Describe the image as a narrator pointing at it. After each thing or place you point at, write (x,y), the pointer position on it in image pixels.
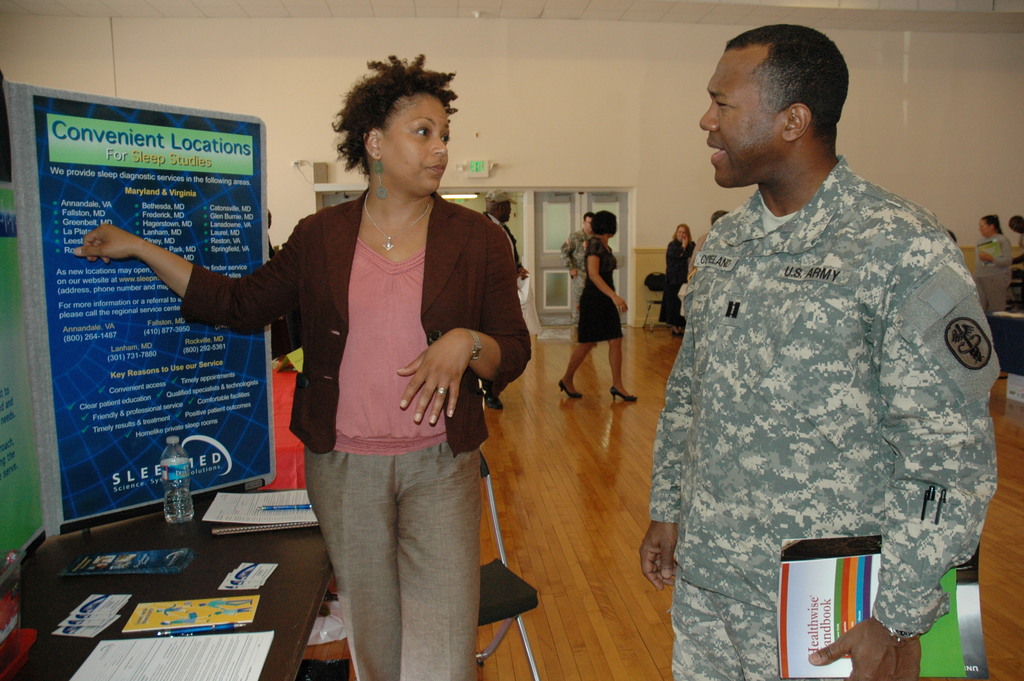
In this image we can see people (949,257) standing and we can also see a board (231,257) with some text (161,225). We can also see bottle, books (82,572) and paper (255,669) placed on the wooden surface (65,542).
